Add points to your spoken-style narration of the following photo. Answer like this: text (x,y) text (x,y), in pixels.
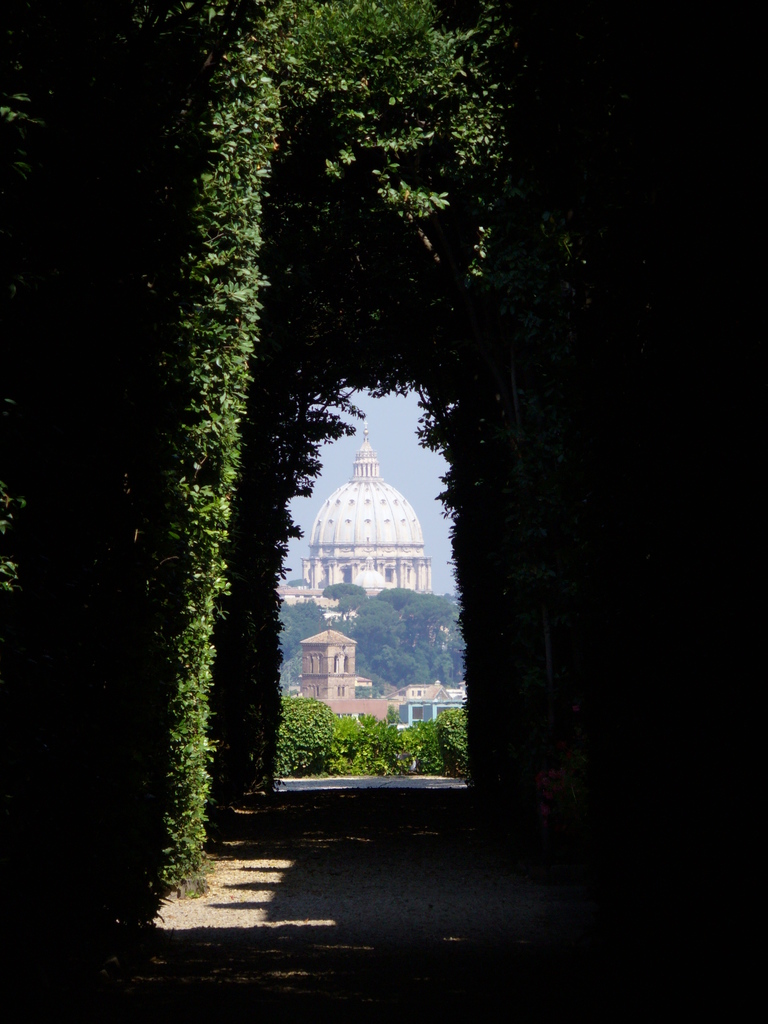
In the foreground of the picture (258,188) there are trees (333,186) and a walkway (371,789). In the middle of the picture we can see plants (359,727). In the background (362,557) there are buildings (340,684), trees (359,601) and sky (350,469).
